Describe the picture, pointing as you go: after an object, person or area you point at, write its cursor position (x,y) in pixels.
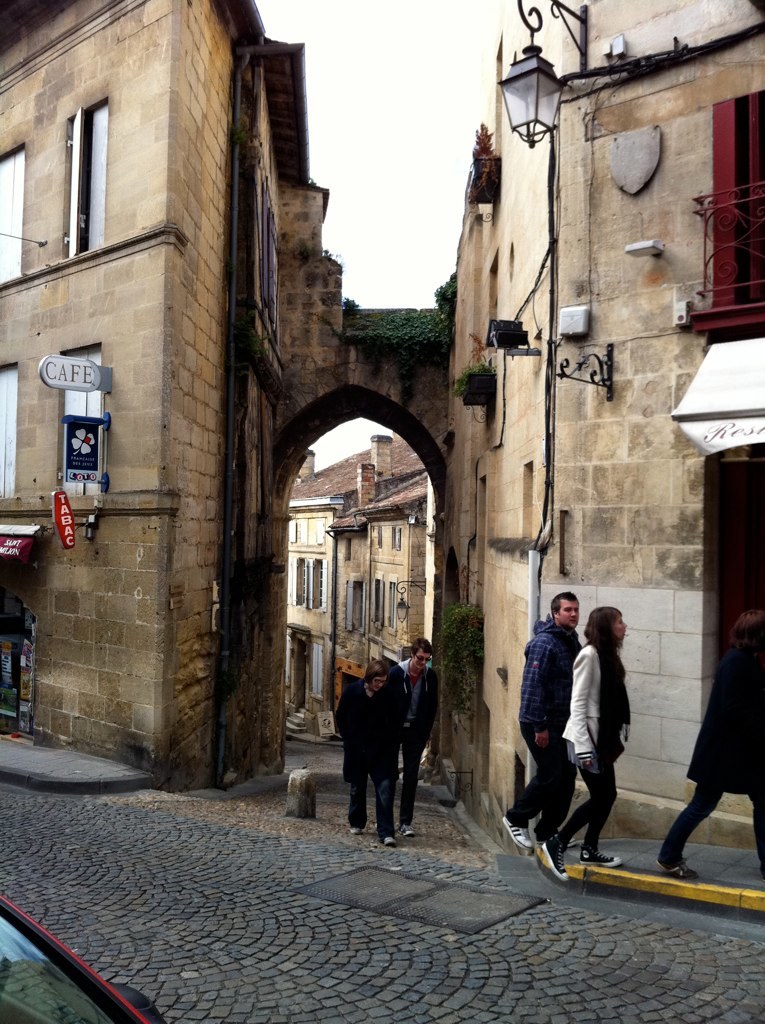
In the foreground of the image (729,778) we can see a group of people (533,699) standing on the ground (236,957), a vehicle (20,979) parked on the ground (166,969). In the center of the image (430,417) we can see buildings (142,235) with windows (79,118), lights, railing (715,271), sign boards (85,421) with text (74,367). In the background (384,136), we can see the sky (390,181).
